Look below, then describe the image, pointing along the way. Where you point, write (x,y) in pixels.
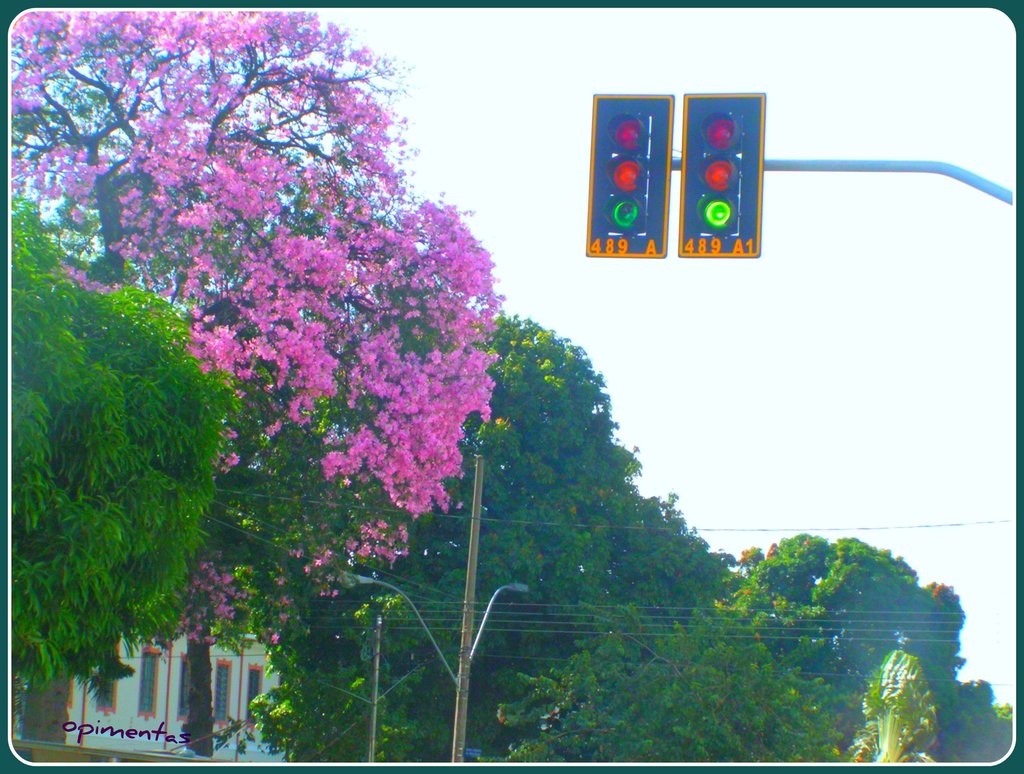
In this image in front there are traffic lights (702,248). There are street lights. There are trees (518,452). On the left side of the image (220,759) there is a building (176,636). In the background of the image (781,367) there is sky (816,391). There is some text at the bottom of the image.
